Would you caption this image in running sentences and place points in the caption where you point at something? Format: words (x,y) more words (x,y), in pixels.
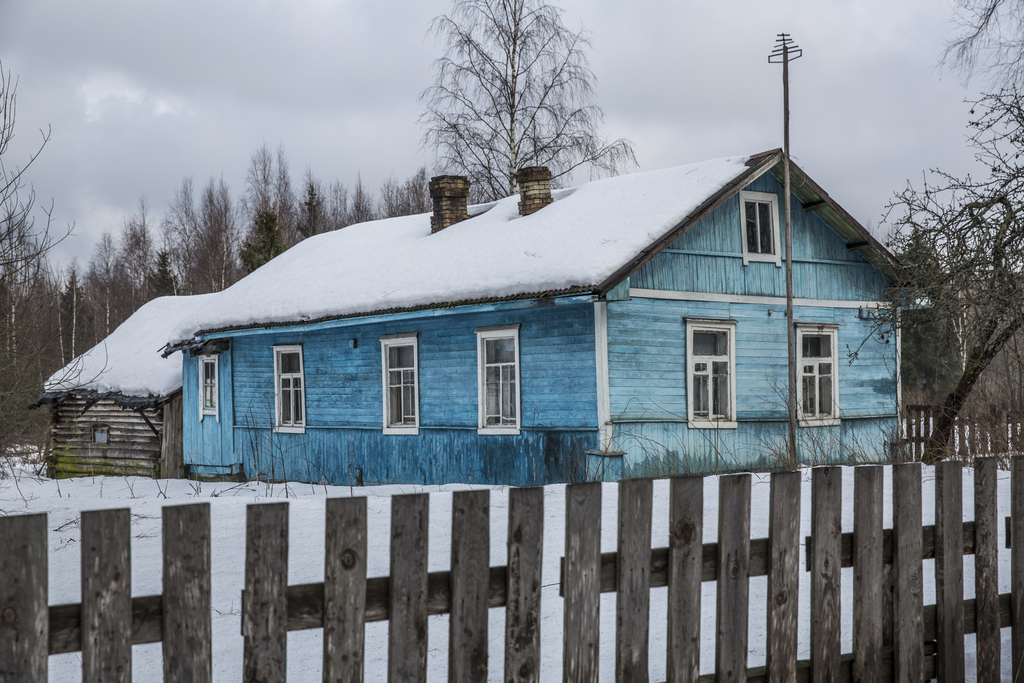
This picture is clicked outside. In the foreground (429,576) we can see the wooden fence (487,597). In the center (365,304) we can see there is a lot of snow (373,511) and we can see the houses (473,392), windows (210,367) of the houses (702,369) and we can see a pole (787,206). In the background (168,103) we can see the sky (157,47) which is full of clouds (316,28) and we can see the trees (12,356) and some other objects (445,206).
